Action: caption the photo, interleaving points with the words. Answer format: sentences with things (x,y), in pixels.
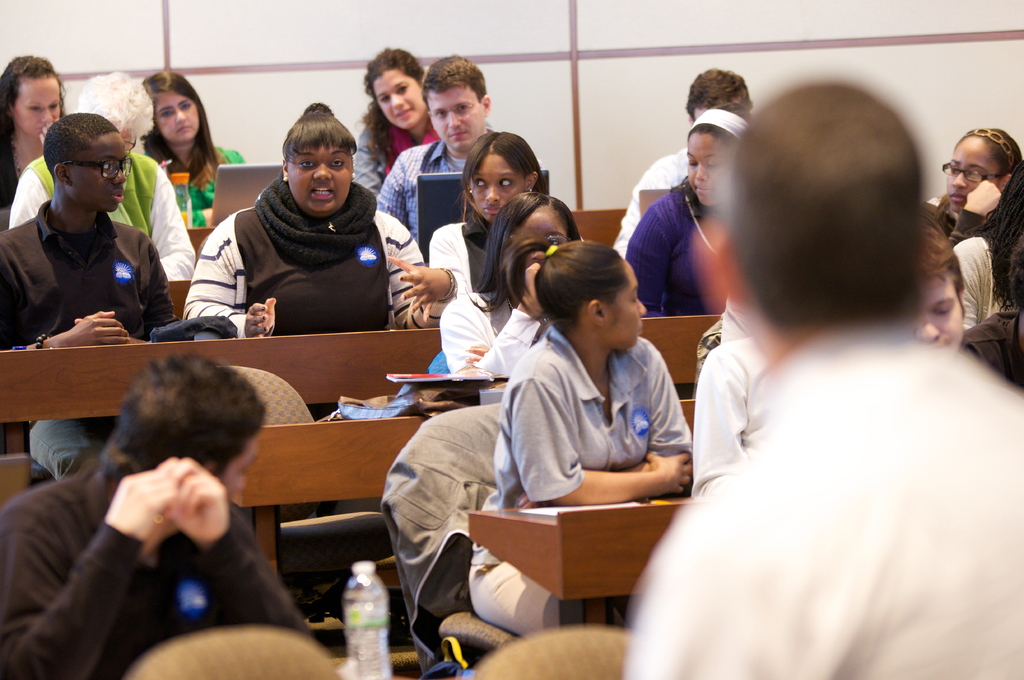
In this image all persons (366,307) are sitting on the bench (401,337) and one bottle (375,626) is also there and one girl (346,267) is talking and other persons (529,183) are watching and the background (258,46) is white.
